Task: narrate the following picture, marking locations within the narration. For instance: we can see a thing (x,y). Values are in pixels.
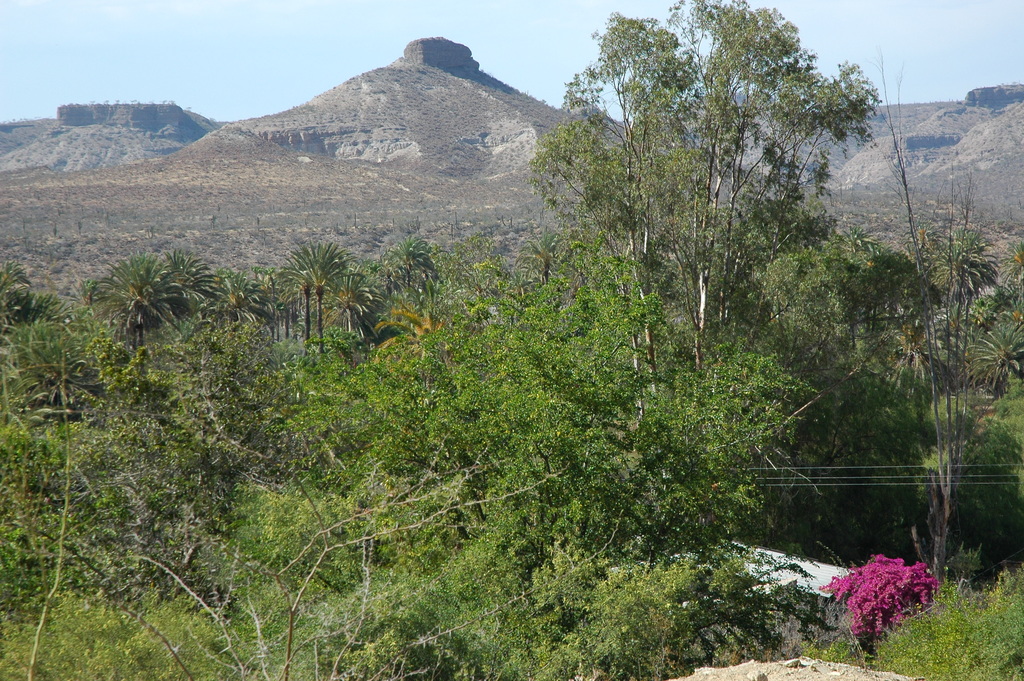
In this picture I can see few trees (557,455) and plants (884,654) and I can see a hill (1002,89) and a cloudy sky (844,42).
